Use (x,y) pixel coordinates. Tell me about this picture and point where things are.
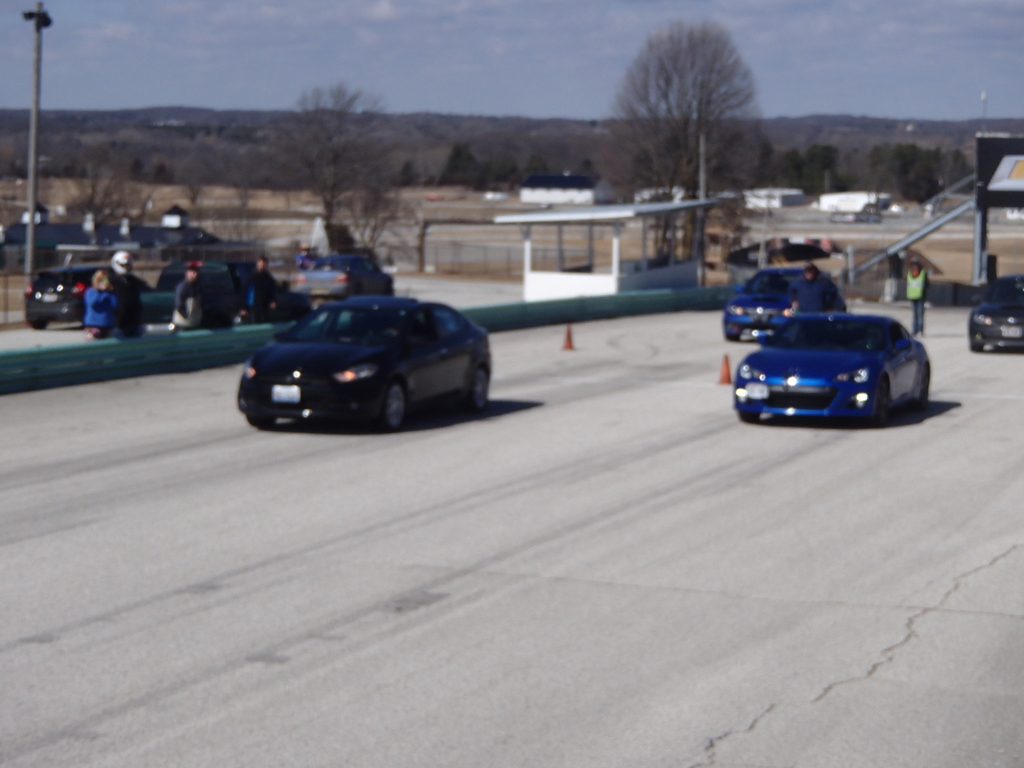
In this picture we can see vehicles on the road (586,475) and in the background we can see trees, sky (148,77).
